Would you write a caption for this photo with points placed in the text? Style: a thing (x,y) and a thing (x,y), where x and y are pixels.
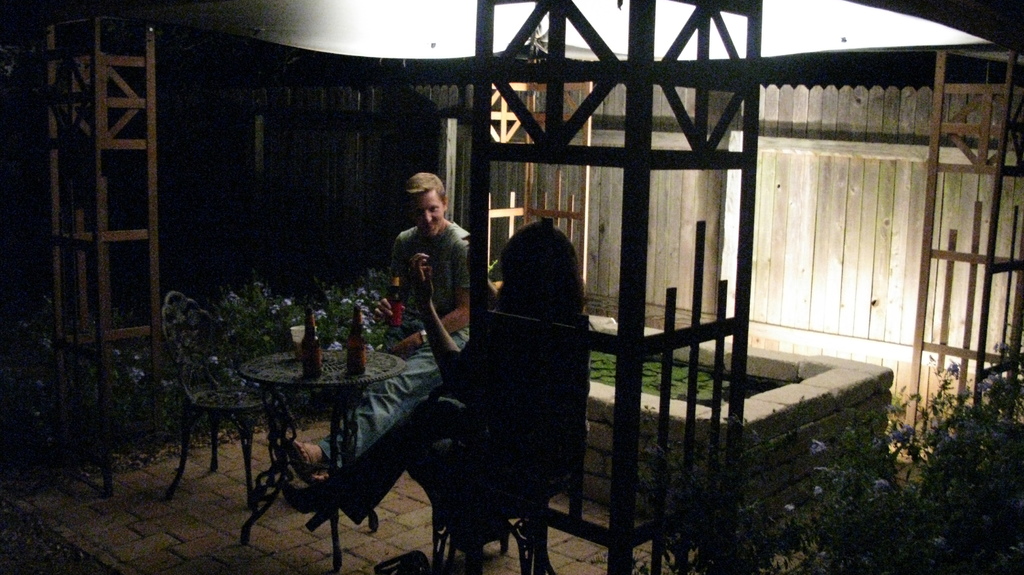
In the image two people (421,341) were sitting around a table (320,378) and on the table (342,354) there are two bottles (355,360) and a cup (298,348). Behind the people (499,311) there is a tank (676,386) filled with water (606,363) and around that there are many beautiful plants (366,306). In the background (796,201) there is a wooden fencing (811,147) and there are four iron pillars (711,336).
